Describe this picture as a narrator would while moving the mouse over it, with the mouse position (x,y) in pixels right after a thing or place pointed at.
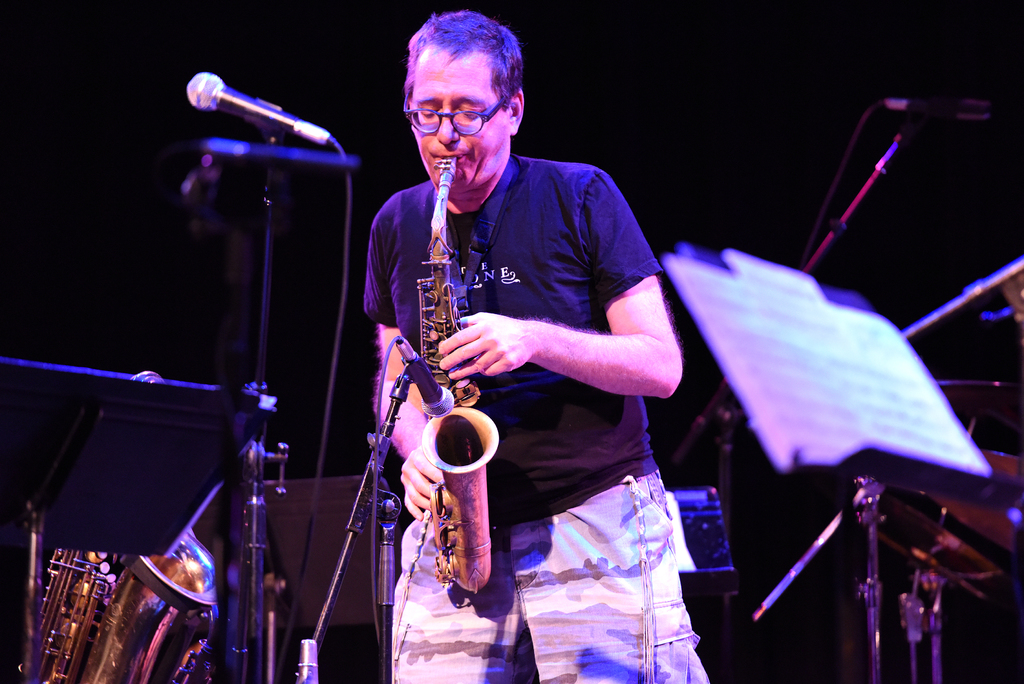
In this picture there is a person (605,446) standing and playing musical instrument (483,558). In the foreground (234,666) there are microphones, musical instruments (110,672) and there are papers (841,389) on the stands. On the right side of the image (985,525) there are drums (977,512). At the back (670,206) there is a black background (709,104).
